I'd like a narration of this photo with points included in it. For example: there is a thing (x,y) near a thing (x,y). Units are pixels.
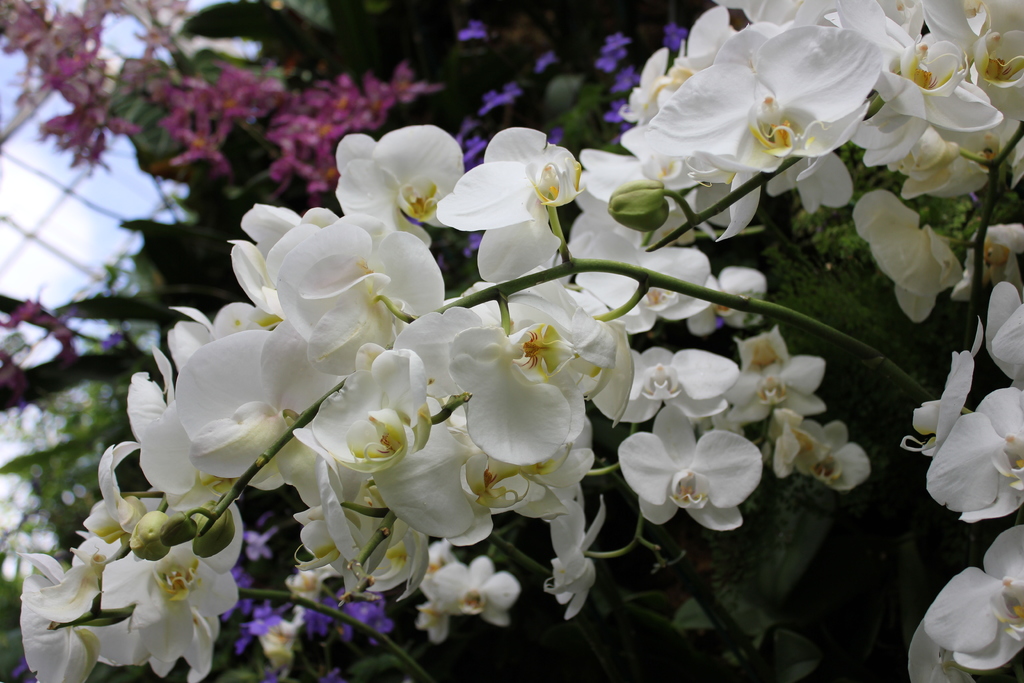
In this image I can see white color flowers (480,344) and buds (640,214) to the stems (505,287). In the background (179,111) some more flowers (103,88) are visible.
